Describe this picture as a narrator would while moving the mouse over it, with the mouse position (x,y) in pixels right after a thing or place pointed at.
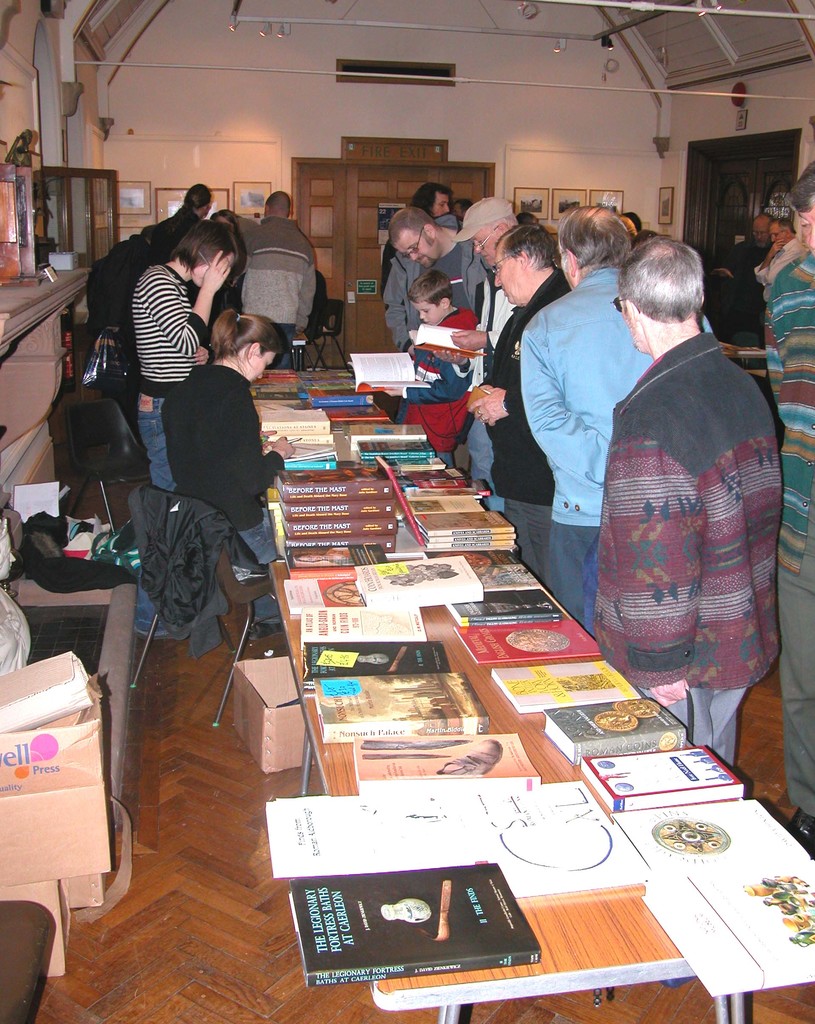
There are few people (288,323) standing and there is a table (429,636) in front of them which has many books (322,469) on it.
